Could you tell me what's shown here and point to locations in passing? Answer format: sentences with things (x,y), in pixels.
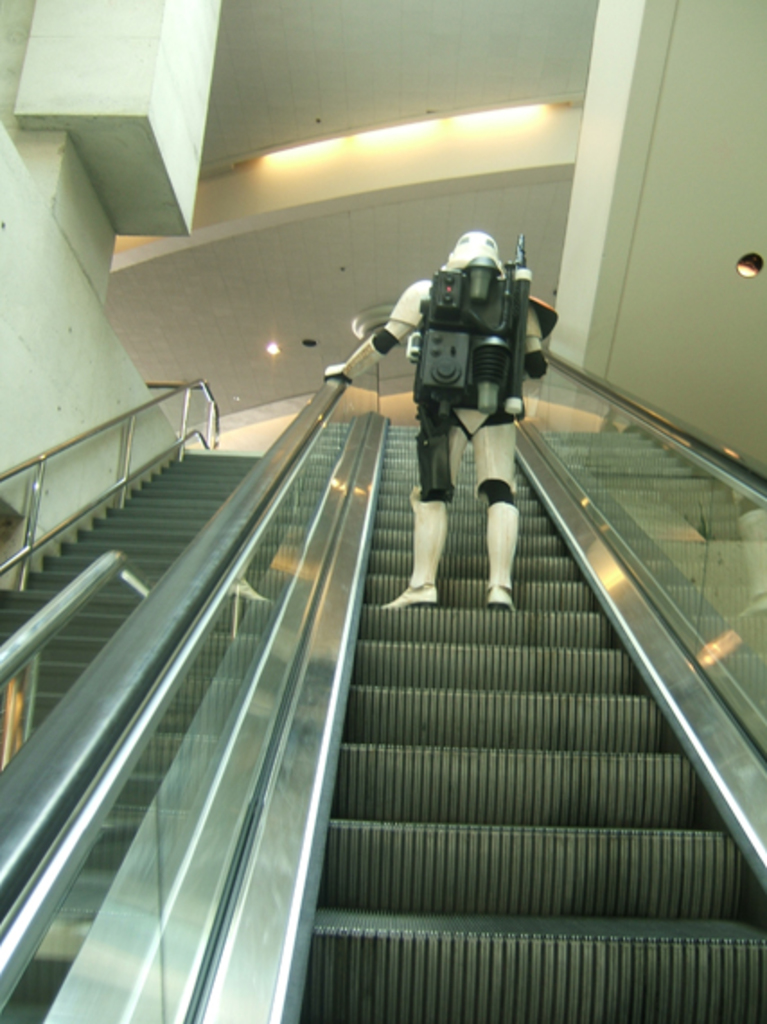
In this picture we can see a person (511,478) standing on an escalator (459,608), we can see the ceiling (381,180) at the top of the picture (365,153), there is a light (270,347) here.
